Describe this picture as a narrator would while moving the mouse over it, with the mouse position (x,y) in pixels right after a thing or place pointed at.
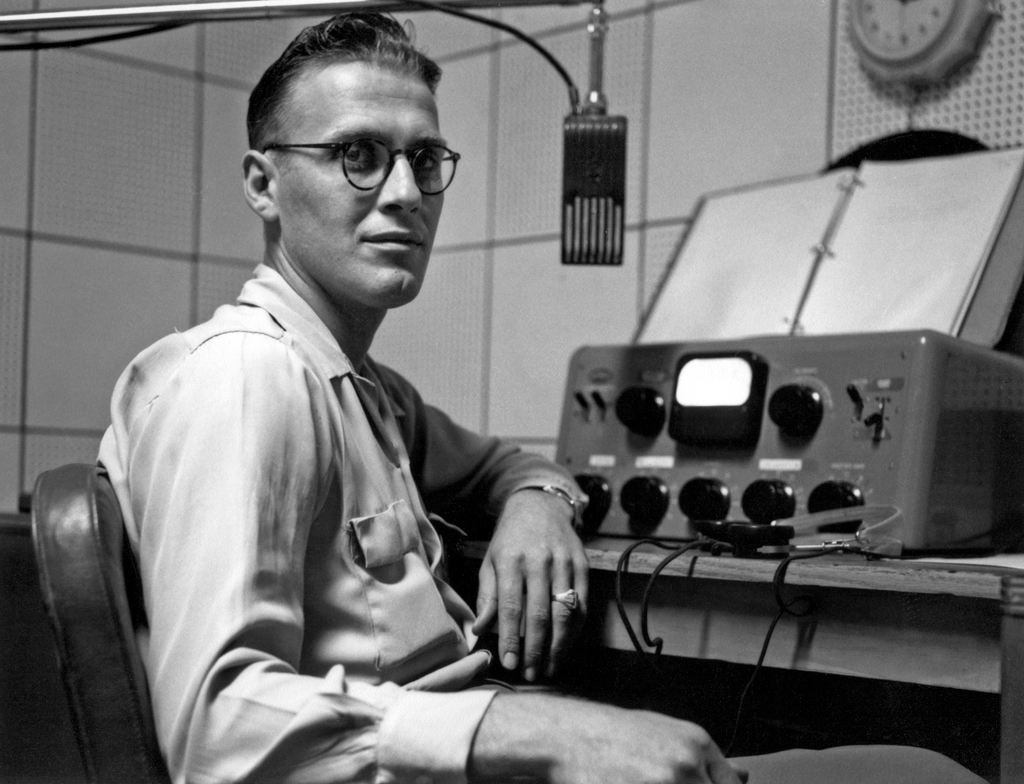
In this picture we can observe a person (276,540) sitting in the chair (86,524) wearing a shirt (307,505) and spectacles (353,174) in front of a machine (653,522). We can observe a notebook (832,264) on the machine (788,521). There is a wall clock (866,32) on the wall (804,81). In the background (147,166) there is a wall (515,176).
